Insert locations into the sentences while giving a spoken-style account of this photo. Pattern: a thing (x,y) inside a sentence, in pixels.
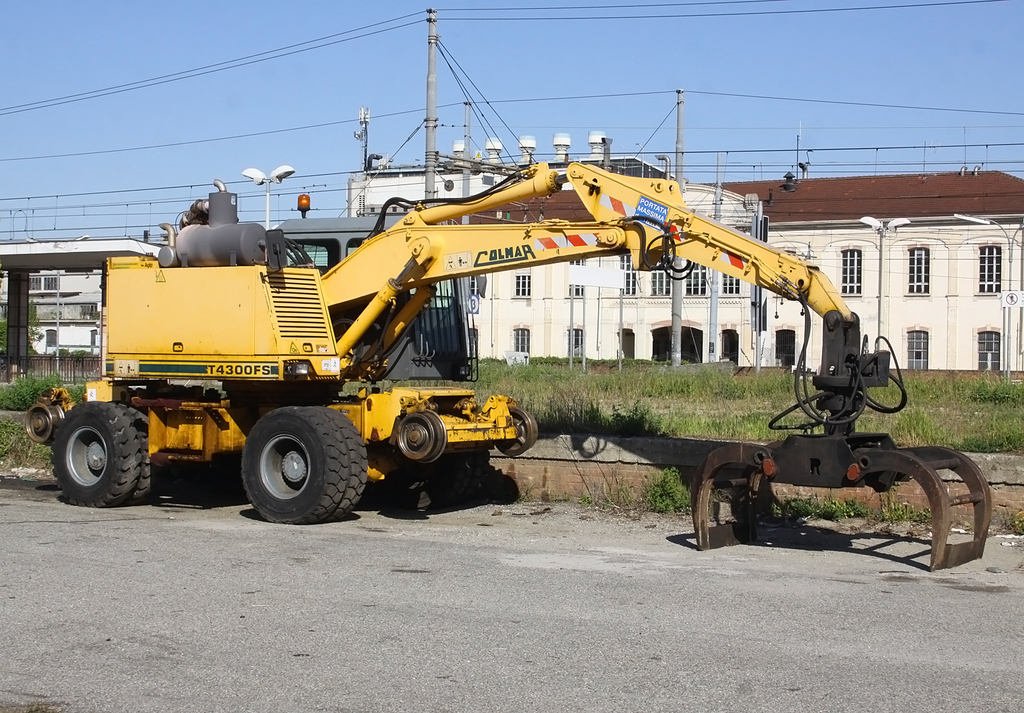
In this image there is the sky (452,96) truncated towards the top of the image (869,80), there are buildings (586,337), there is a building (547,279) truncated towards the right of the image (965,246), there is a building (41,281) truncated towards the left of the image (35,279), there are windows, there is grass (619,373) truncated towards the right of the image (972,399), there are plants (657,491), there are poles (433,49), there are wires (915,164) truncated, there are street lights (282,167), there is the road (302,611) truncated towards the bottom of the image (427,632), there is a vehicle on the road (318,615).
